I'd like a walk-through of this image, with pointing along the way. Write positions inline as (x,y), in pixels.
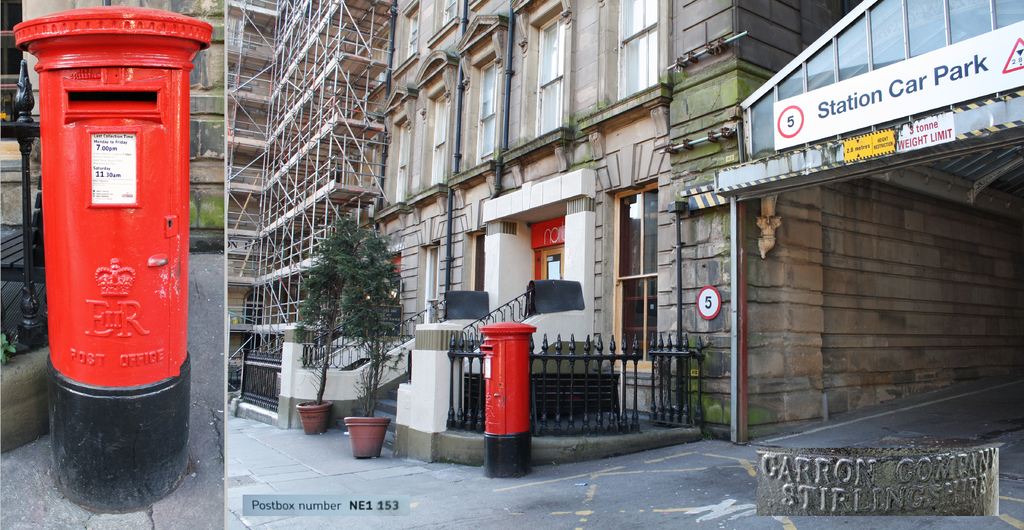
In this picture I can see a post box (156,289) on the left side (111,279), in the middle (434,283) there are trees (372,278) and buildings (564,245). On the right side (779,124) there is a board (805,133), at the bottom (246,498) there is the text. It is a photo collage.
